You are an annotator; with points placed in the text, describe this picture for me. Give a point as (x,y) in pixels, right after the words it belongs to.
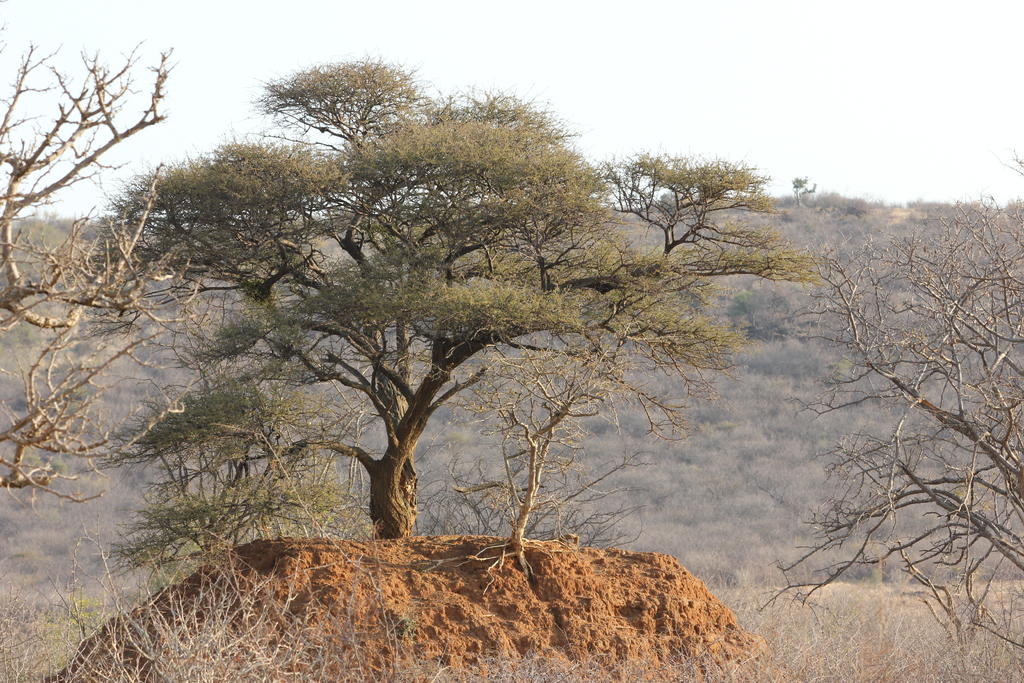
In this image I can see a tree (526,564) and a mud mountain (532,591). The sky (763,112) is in white color. In front (870,659) I can see dry grass (865,623).
